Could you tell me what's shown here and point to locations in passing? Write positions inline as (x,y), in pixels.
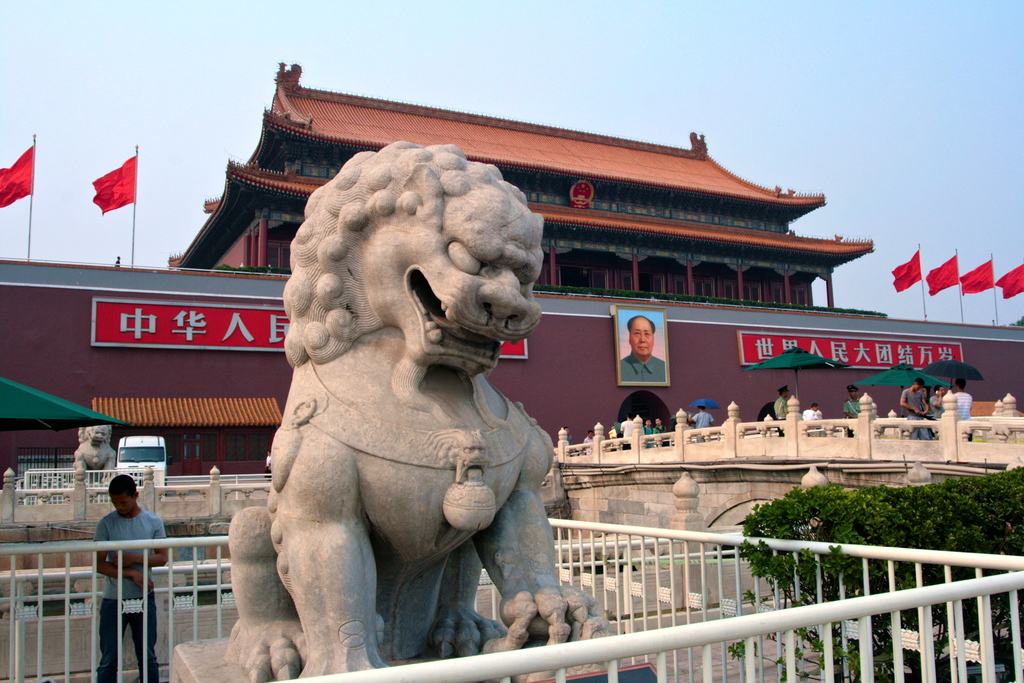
In this image we can see a sculpture (289,457) and fencing (234,605). Behind the sculpture (445,565) we can see a building (582,390). On the building (568,357) we can see text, flags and a photo (632,329) of a person (644,339). On the right side (938,392), we can see a bridge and on the bridge (925,425) we can see many persons (936,411) and umbrellas (936,373). In the bottom right (891,537) we can see few plants (921,518). On the left side (124,537), we can see a vehicle (140,458), person (134,515) and a sculpture (102,452). At the top (380,77) we can see the sky (330,73).
